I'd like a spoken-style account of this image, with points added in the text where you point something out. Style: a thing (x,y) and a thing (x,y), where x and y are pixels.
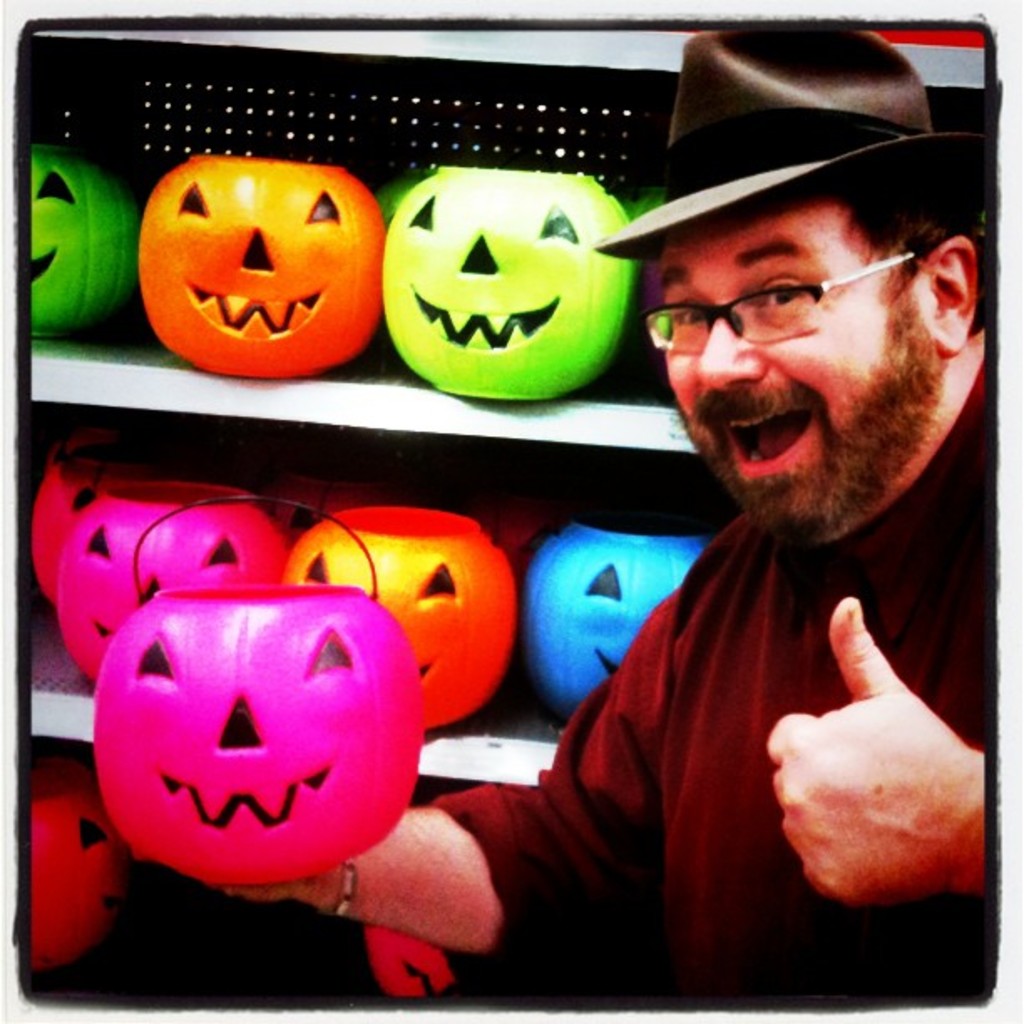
In this image I can see a person (742,709) wearing maroon colored shirt (755,704) and brown colored hat (799,88) is holding a pink colored pumpkin (316,652). In the background (342,240) I can see few other pumpkins (315,203) in the racks (606,91).
